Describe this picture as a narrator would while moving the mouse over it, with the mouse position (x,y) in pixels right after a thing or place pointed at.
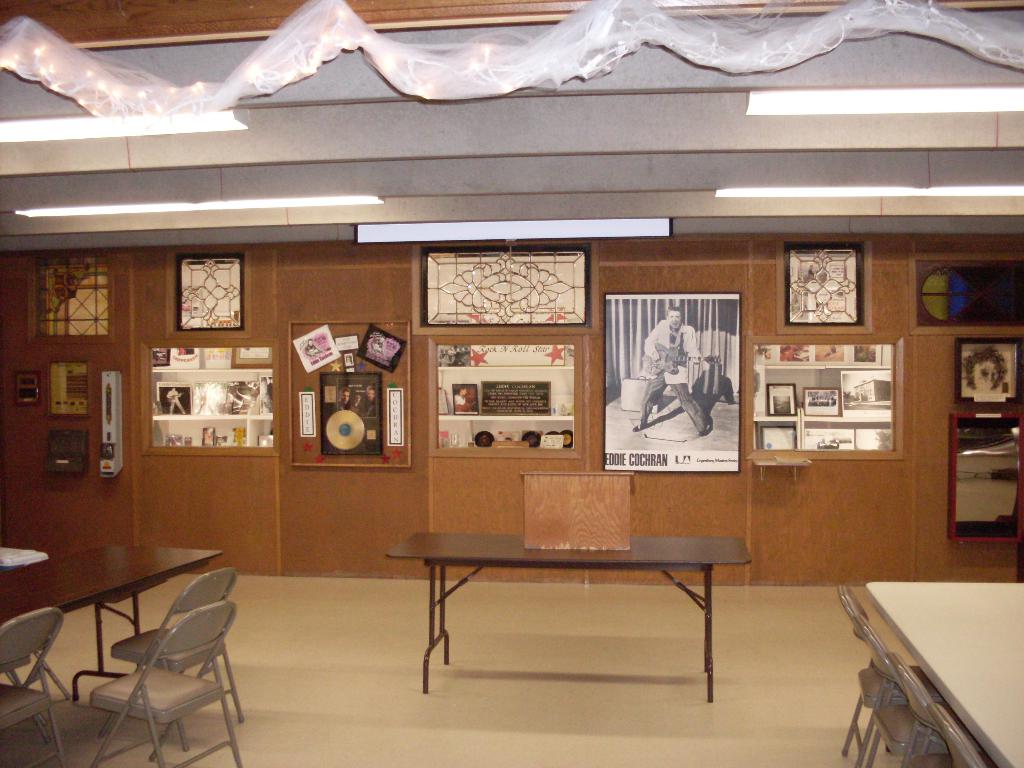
In this image there are some tables (45,606) and chairs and on the table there is one box (617,498), and in the background (637,495) there is a wooden wall (334,468). On the wall (146,400) there are some photo frames (882,446) and some other objects (54,456), at the top (192,114) there is ceiling (57,112) and there is some object (399,40) it looks like a net (29,47) and also there are some lights (71,131). At the bottom (403,657) there is floor (736,679).
